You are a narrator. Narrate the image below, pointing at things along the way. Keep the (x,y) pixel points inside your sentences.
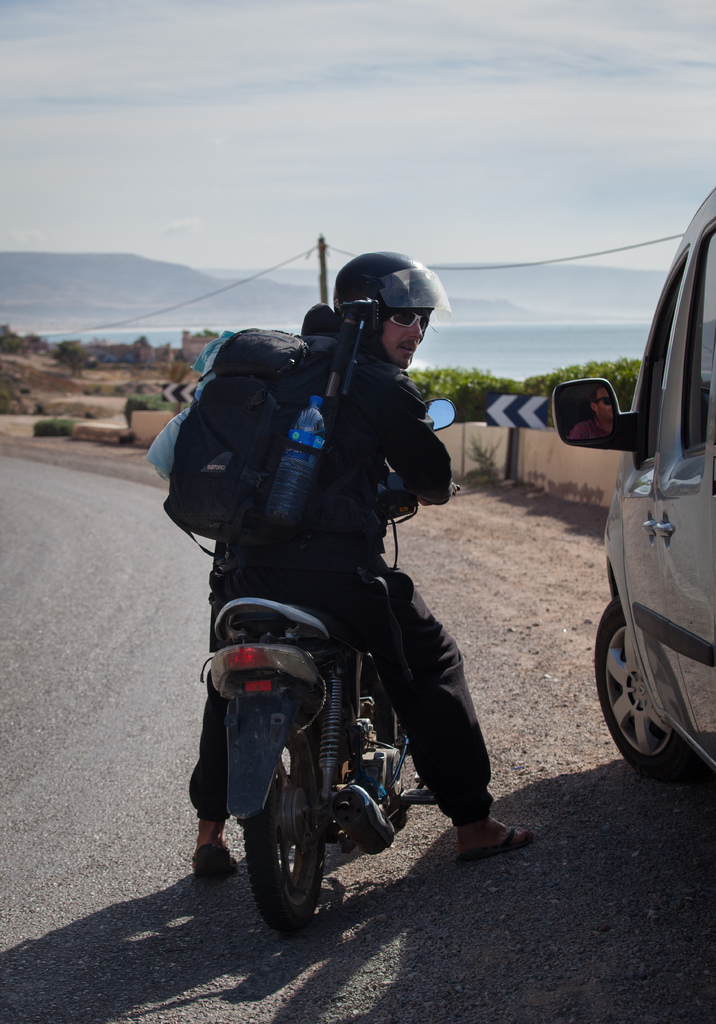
In the image there is a man (403,387) with backpack (291,369) sat on motorcycle (303,750) beside a car (633,543), its on a road (140,637). In the background (97,256) there are hills (165,278) and above is sky (291,97) with clouds (366,123).
